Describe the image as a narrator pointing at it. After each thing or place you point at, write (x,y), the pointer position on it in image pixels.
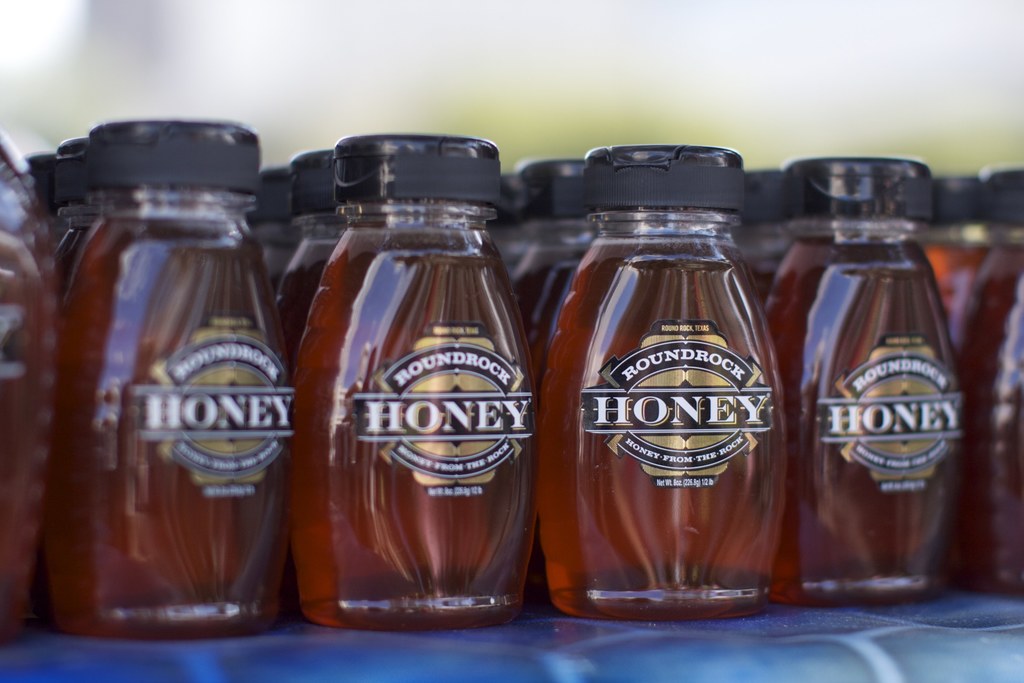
In the image there are few honey bottles (567,327) on the table (1016,653).
